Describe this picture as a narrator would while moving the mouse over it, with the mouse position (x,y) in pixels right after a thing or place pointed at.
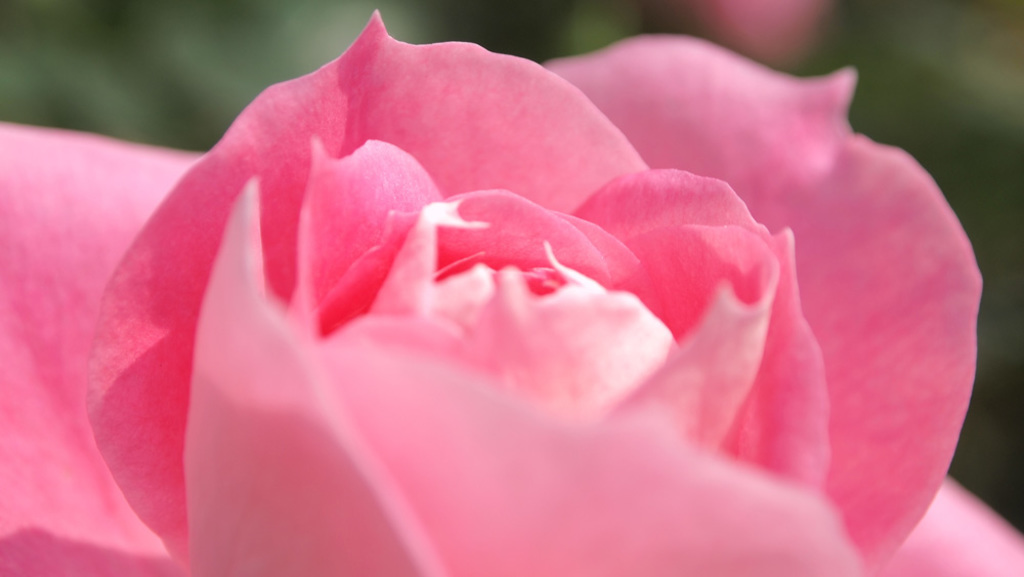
In this image I can see a pink color rose flower (315,278). The background (61,55) is blurred.
